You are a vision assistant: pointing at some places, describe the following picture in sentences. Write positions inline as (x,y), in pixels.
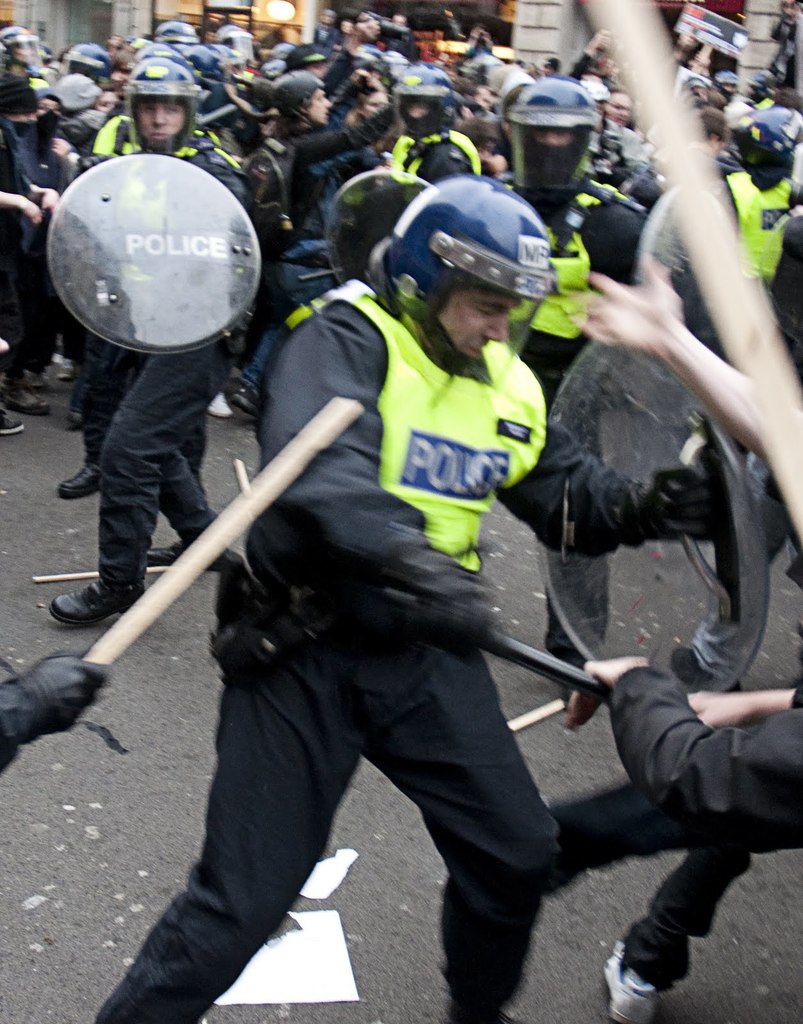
In this picture, we see police men (535,226) are standing on the road (357,818). I think they might be fighting for something. The man (282,524) in front of the picture is holding a black color stick (588,683) in his hand (487,625). There are buildings (567,52) in the background (503,59). This picture might be clicked in the city.
